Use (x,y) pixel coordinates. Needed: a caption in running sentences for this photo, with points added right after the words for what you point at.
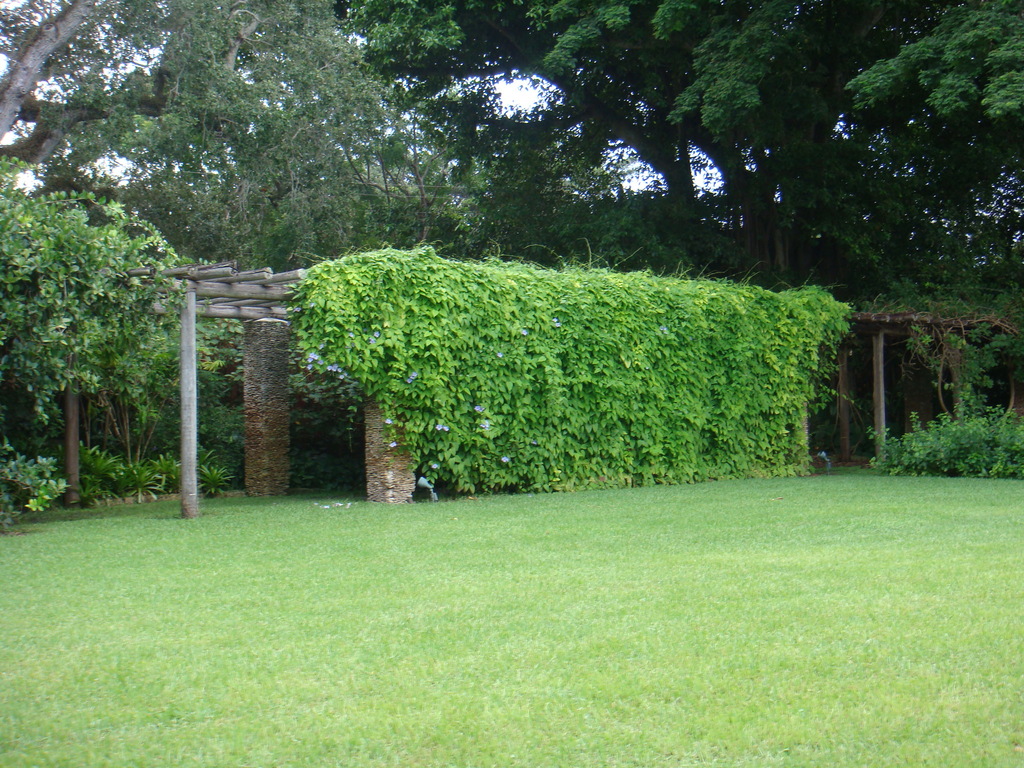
In this image we can see a roof (377,344) with pillars (259,479) which is covered with the plants (504,361). We can also see some grass (416,618), trees (207,215) and the sky (701,187).
